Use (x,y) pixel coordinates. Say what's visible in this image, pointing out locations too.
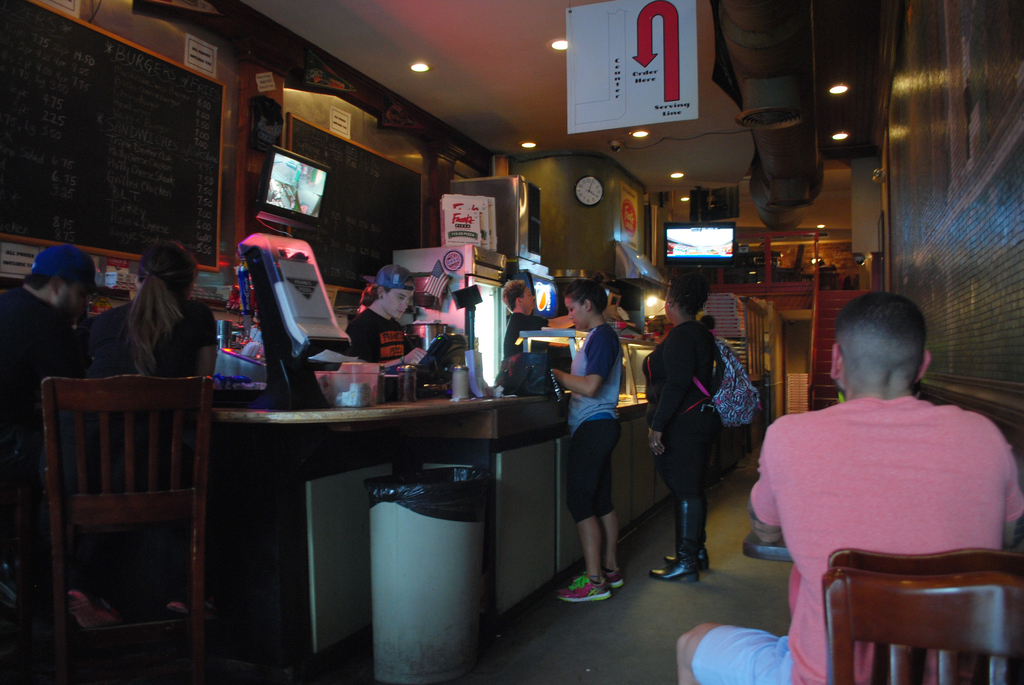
As we can see in the image there is a wall (562,202), clock (597,180), screen (721,233), board (118,228), and few people (679,327) standing and sitting on chairs (926,577).
